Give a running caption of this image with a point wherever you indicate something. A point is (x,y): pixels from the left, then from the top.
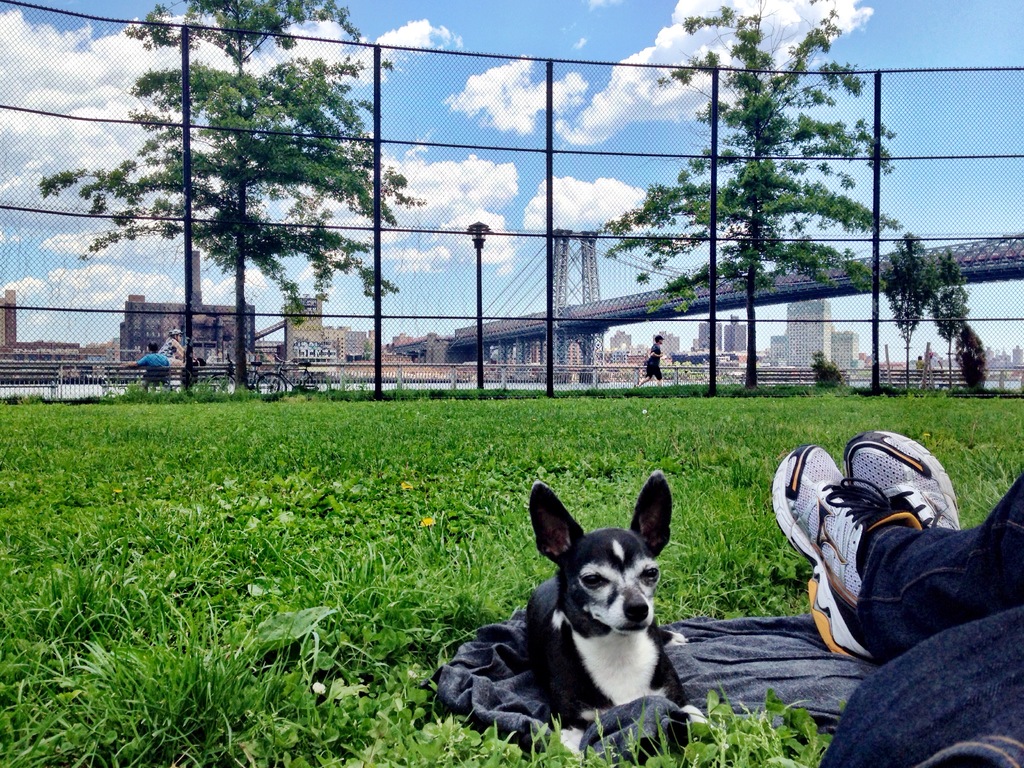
In this image I can see the person's legs (896,628) and I can also see the dog (569,615) in black and white color. In the background (448,290) I can see the railing (258,315), few trees (753,336) in green color, light poles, few people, buildings (309,300) and the sky (453,190) is in blue and white color.
